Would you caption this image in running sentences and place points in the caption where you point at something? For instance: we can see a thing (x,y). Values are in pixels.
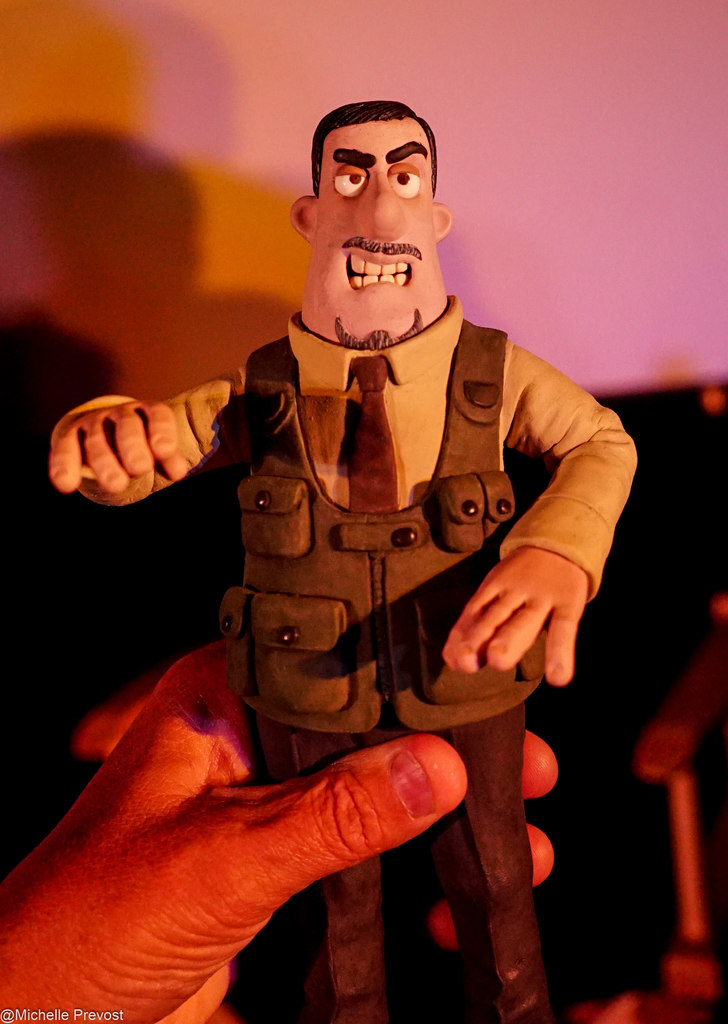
In this picture there is a small toy (298,573) in the person hand (189,852). Behind there is a pink color wall (517,303).
